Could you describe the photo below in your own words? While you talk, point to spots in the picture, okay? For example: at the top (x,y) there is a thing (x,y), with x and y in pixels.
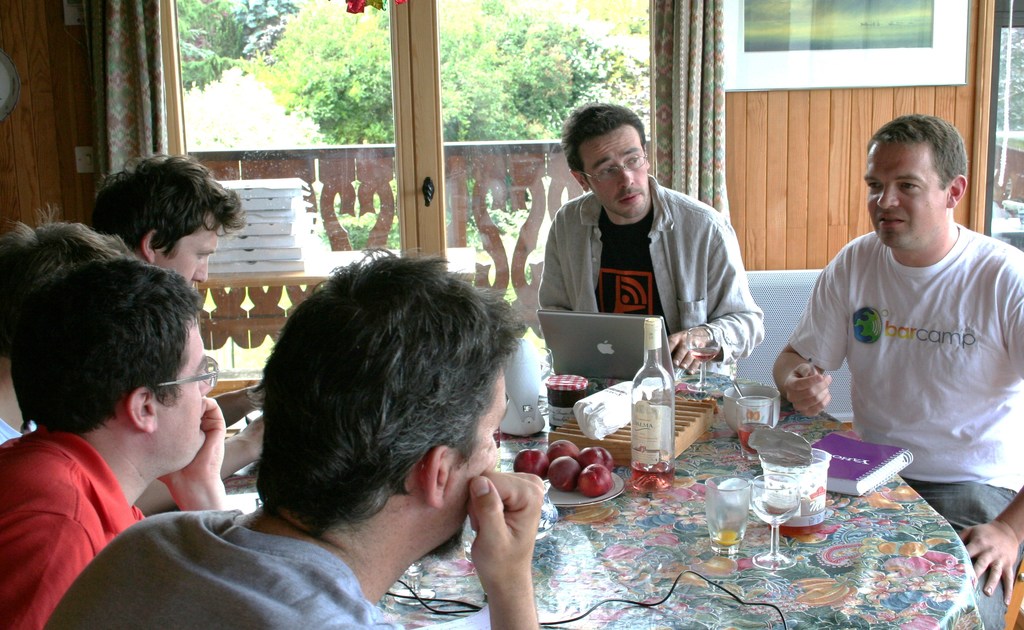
In the picture there are six men (895,269) sitting on the chair (810,275) with the table (672,508) in front of them, on the table (644,507) there are many items (671,471) present, there are glasses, there is a bottle (653,388), there is a plate (618,481) with the food item (564,455), there is a book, a person (680,363) is doing some work with his laptop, there are frames (757,9) on the wall (783,166), there are glass windows (525,282) with the curtains (665,19), through the windows (431,170) we can see trees (618,94).
